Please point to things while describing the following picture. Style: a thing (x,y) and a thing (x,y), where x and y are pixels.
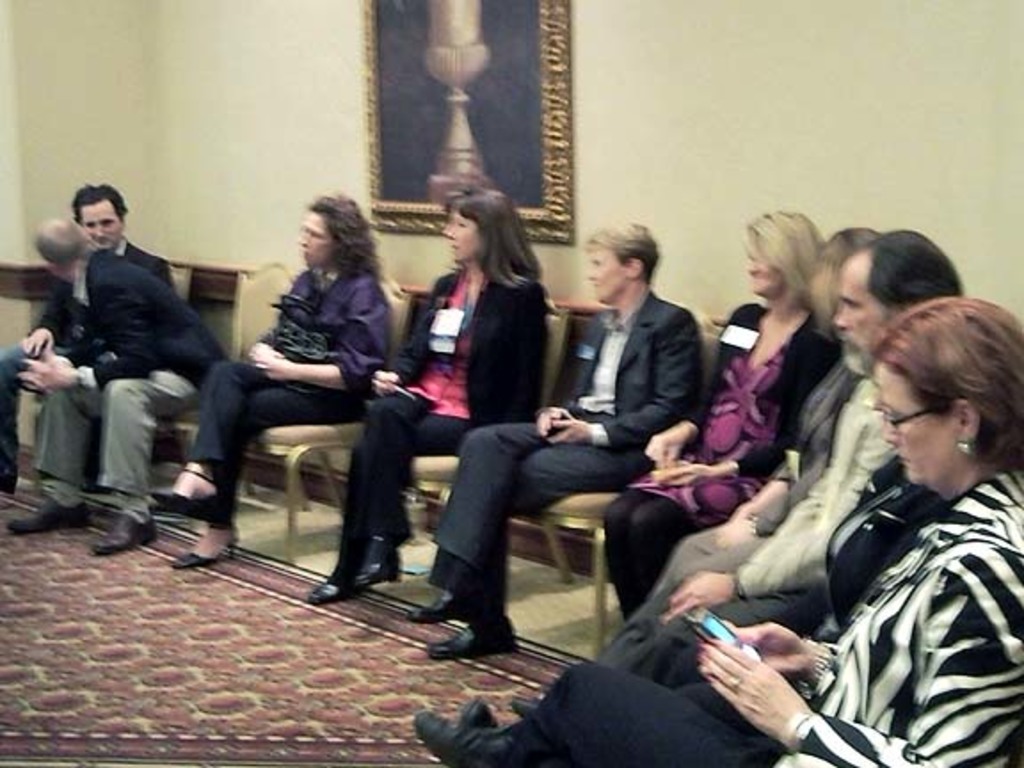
In this image we can see people (232,479) sitting. In the background (776,140) there is a wall (856,130) and we can see a frame (422,120) placed on the wall (432,237). At the bottom (324,686) there is a carpet (230,685).
